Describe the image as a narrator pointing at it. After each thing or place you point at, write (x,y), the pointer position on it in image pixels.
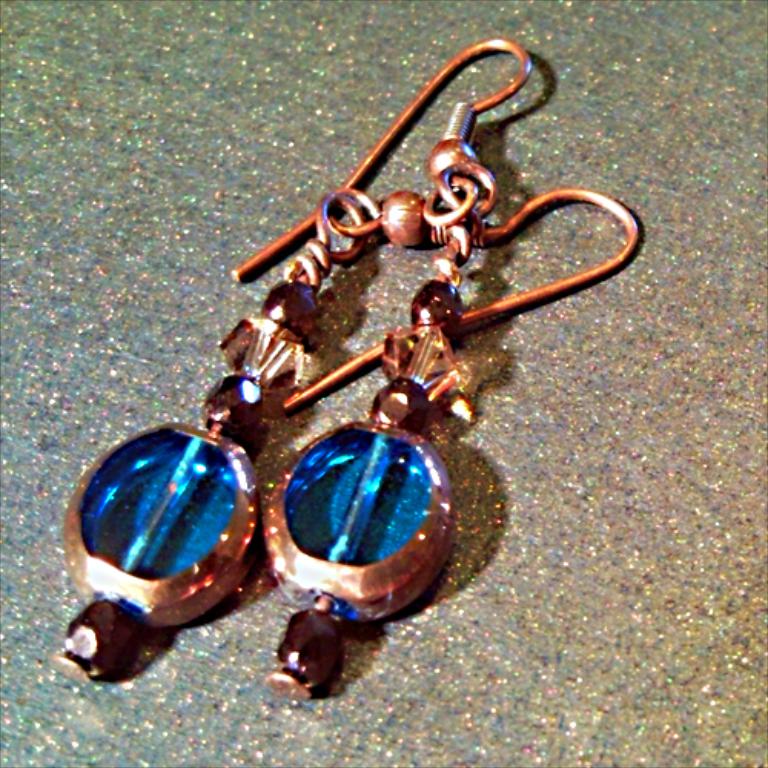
In this image there is a pair of earrings (338,479) on the surface (533,641).
